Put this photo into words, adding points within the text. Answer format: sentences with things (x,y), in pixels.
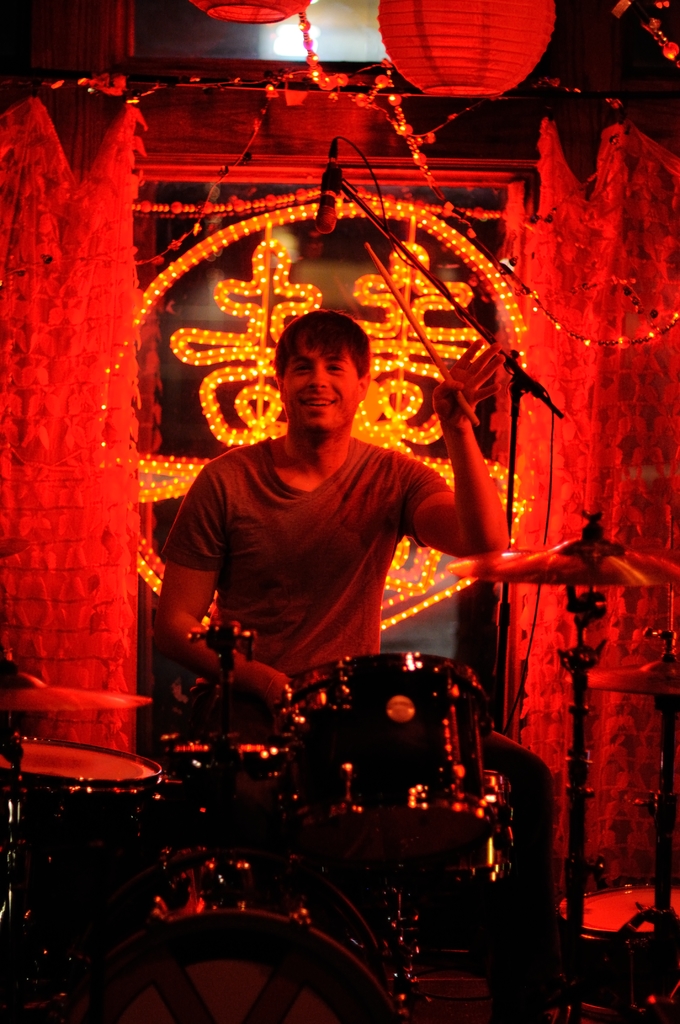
In this image I can see in the middle (449,501) a man (457,540) is beating the drums (289,712), he wear a t-shirt (316,566). Behind him there are lights (439,599), at the top (334,168) there is the microphone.
